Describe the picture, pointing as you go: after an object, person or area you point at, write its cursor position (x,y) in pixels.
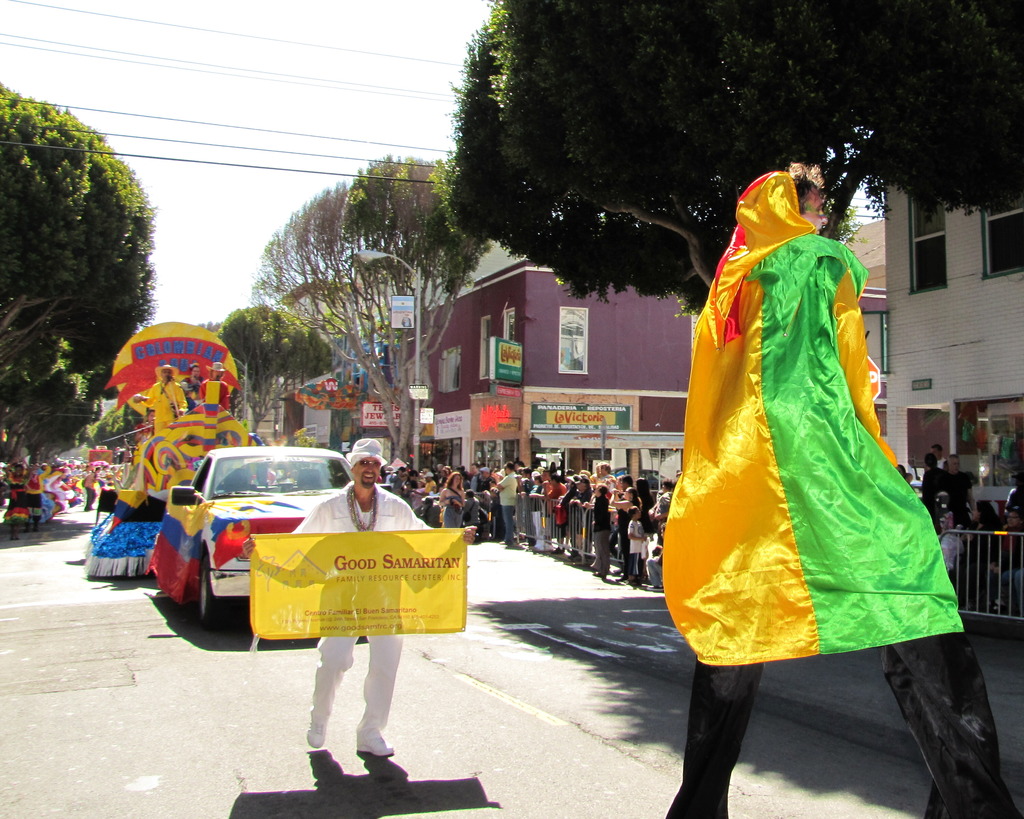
In this image I can see few people (811,396) are wearing different color costumes (399,519). I can see few buildings (887,314), windows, trees (384,387), boards (180,370), wires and vehicles (326,485) on the road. I can see few people (582,506) standing, fencing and one person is holding banner (341,580). The sky (350,72) is in white color.
